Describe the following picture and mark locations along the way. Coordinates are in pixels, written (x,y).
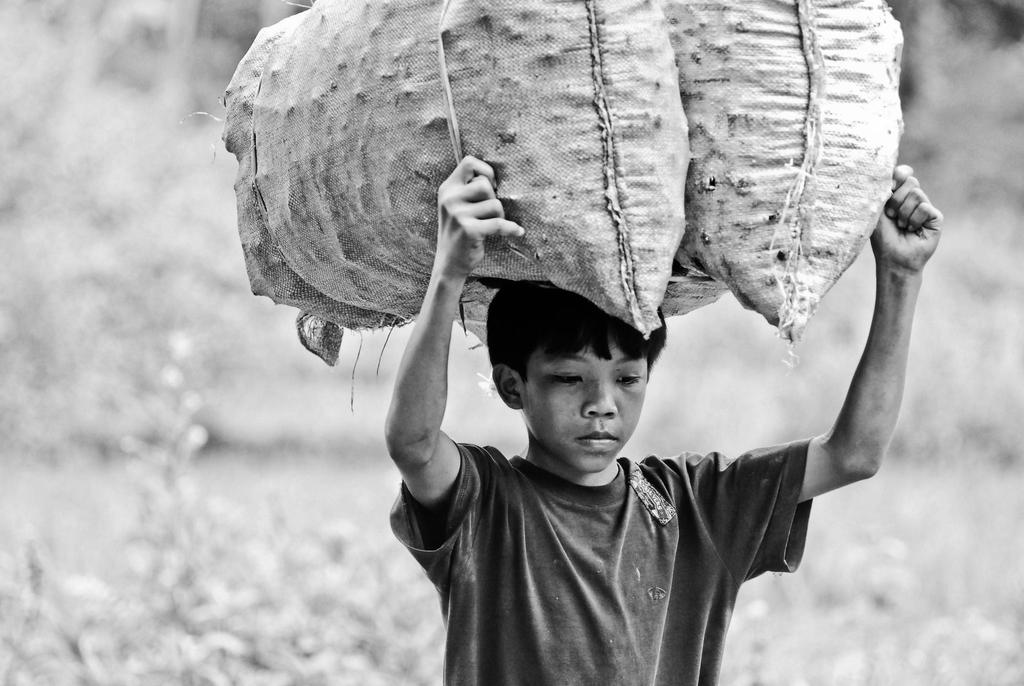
In the picture we can see a boy (654,682) holding two bags (395,303) on his head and he is with a T-shirt (590,597).
